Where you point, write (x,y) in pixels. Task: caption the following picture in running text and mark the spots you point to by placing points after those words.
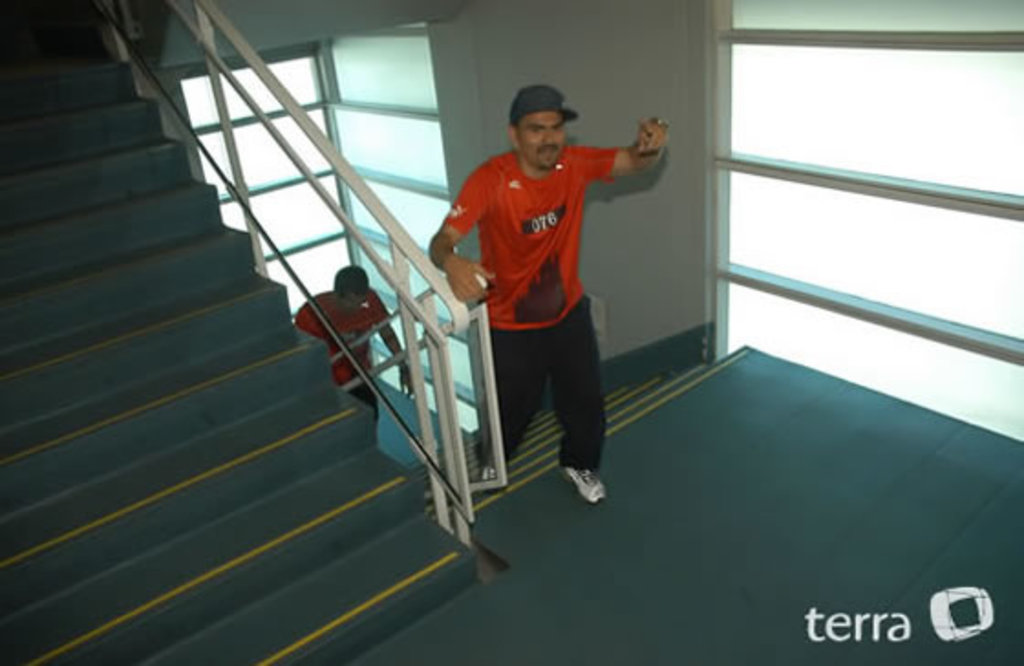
In this image we can see two persons (360,320). One person (492,232) is wearing cap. There are steps (537,434) with railings (496,460). Also there are glass walls (361,139). In the right bottom corner (852,627) there is watermark (899,625).
